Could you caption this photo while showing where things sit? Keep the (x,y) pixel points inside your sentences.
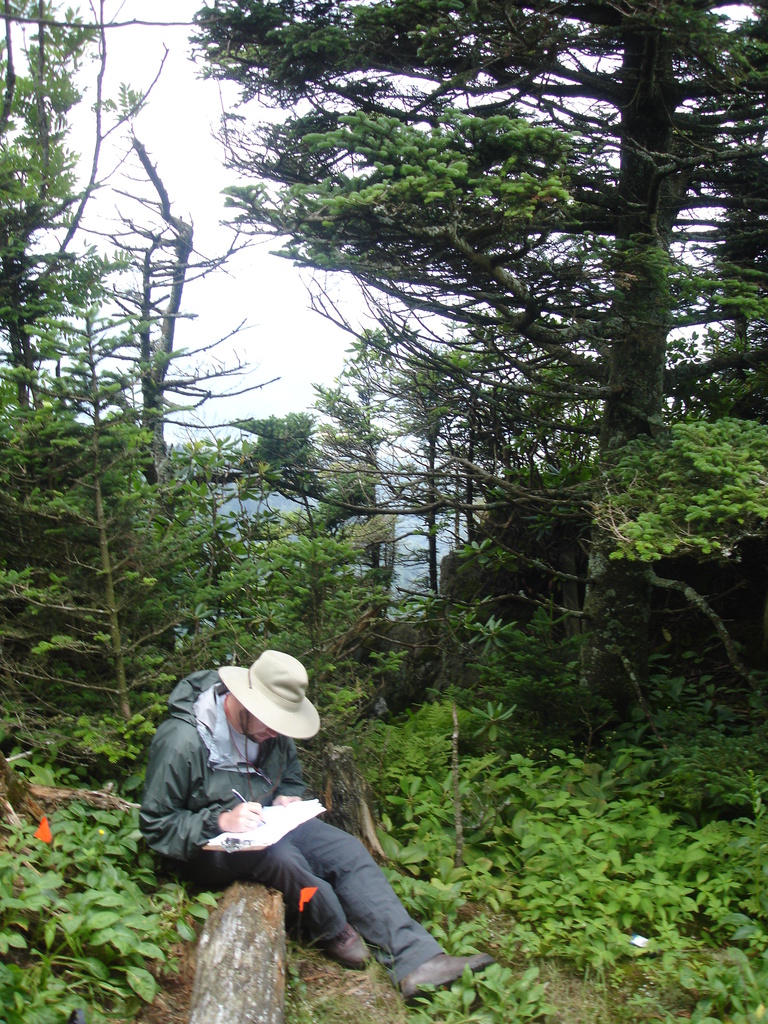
In this image we can see this person (255,822) wearing hat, jacket (256,788) and shoes (415,976) is holding a pad (273,821) and pen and sitting here. Here we can see plants (442,616), trees (215,656) and the sky (194,310) in the background (405,311).
